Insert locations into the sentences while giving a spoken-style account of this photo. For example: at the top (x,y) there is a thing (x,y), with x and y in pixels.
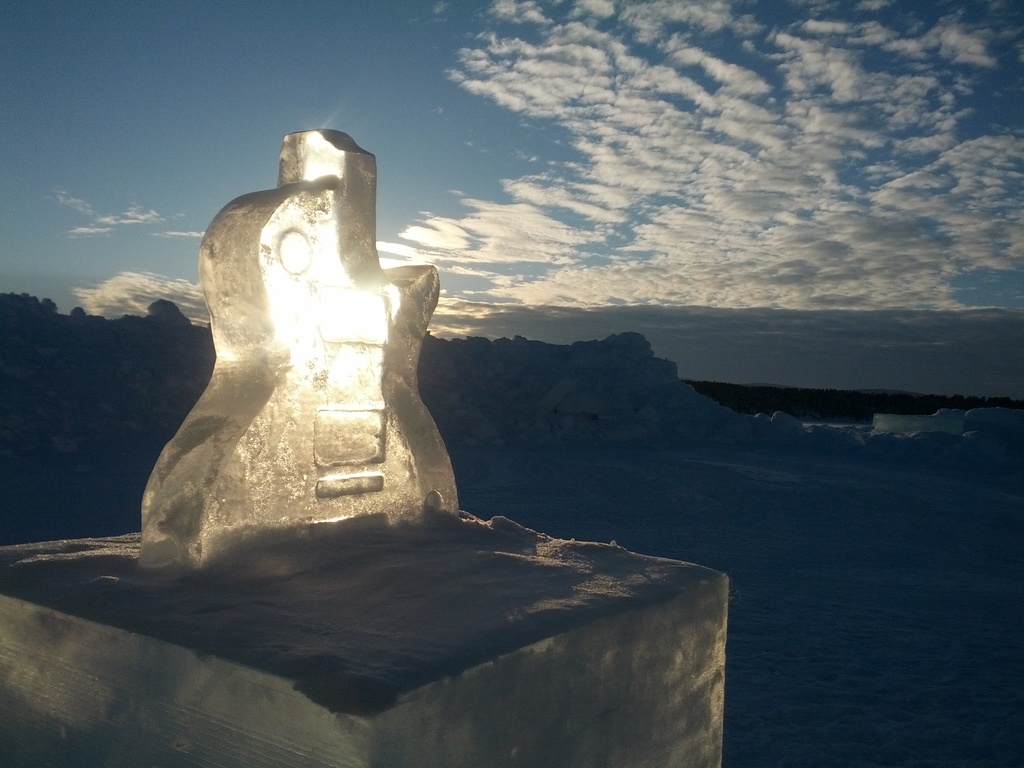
In this image, we can see the statue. Background we can see snow (810,520) and cloudy sky (731,224).
